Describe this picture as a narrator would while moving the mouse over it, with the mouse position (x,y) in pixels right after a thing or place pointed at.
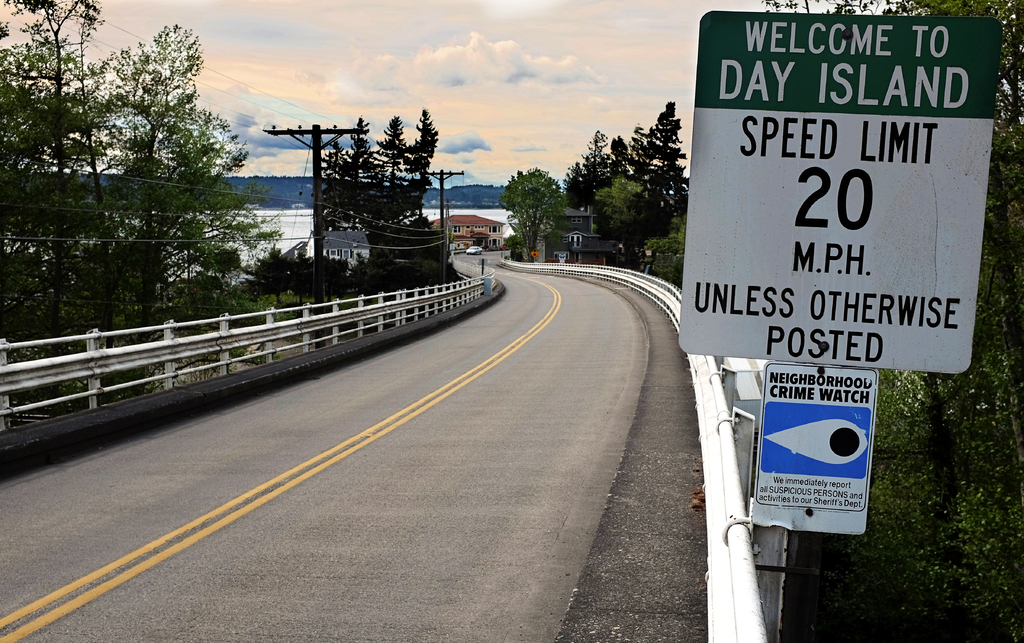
This picture is clicked outside. On the right (859,255) we can see the text (804,139) and numbers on the boards (830,456). In the center (588,418) we can see the road (482,399), metal fence (395,310) and vehicles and we can see the trees (519,193) on both sides. In the background (388,53) we can see the sky (466,53) which is full of clouds (547,97) and we can see the buildings (477,224), poles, cables (211,71) and railings (635,279) and many other objects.
